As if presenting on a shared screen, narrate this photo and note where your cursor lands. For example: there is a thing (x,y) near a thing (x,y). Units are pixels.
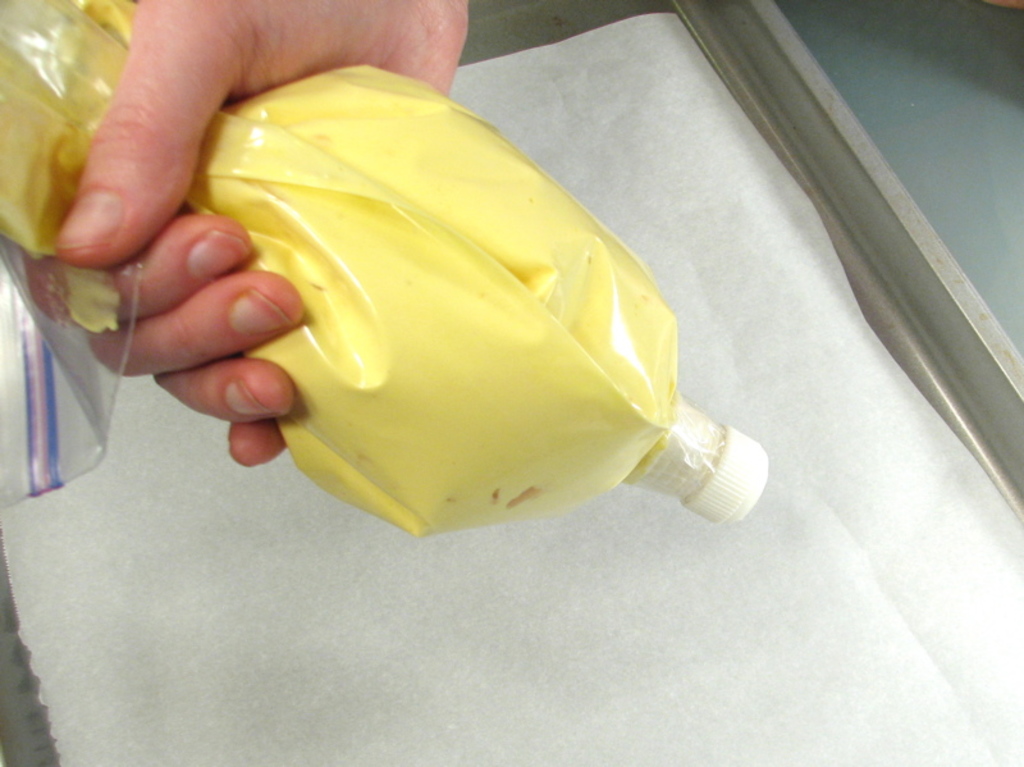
In this picture we can see a person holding a plastic bag (376,306) and in the background (667,562) we can see a white color sheet (721,555) and tray (921,360).
